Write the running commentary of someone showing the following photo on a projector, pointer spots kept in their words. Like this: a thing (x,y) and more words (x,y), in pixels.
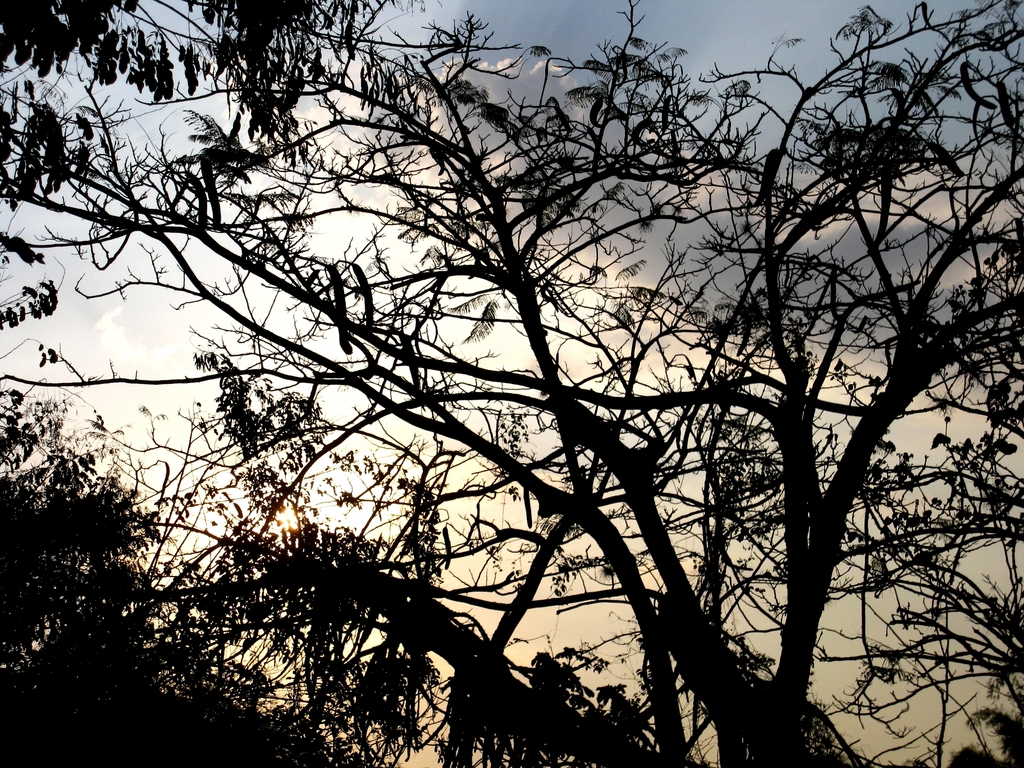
In this image I can see branches (665,572), stems (665,572) and leaves (28,748) of trees (23,564). In the background (340,239) there is sky (565,97) and also there is sunlight (276,531).
